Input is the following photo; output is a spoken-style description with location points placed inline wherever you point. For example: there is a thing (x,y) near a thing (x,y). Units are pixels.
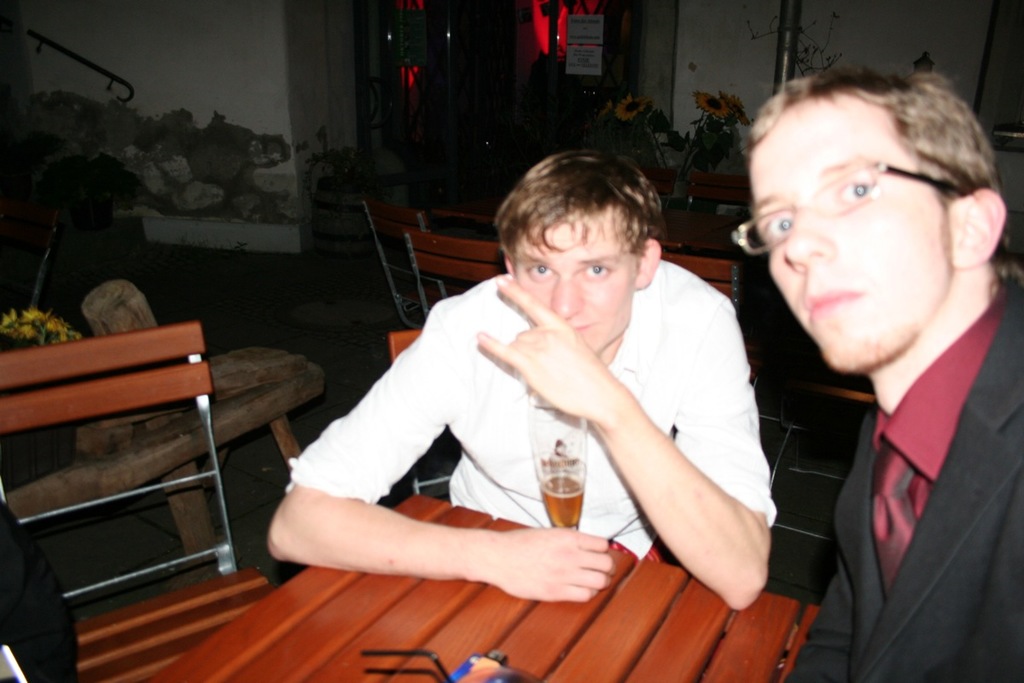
In the image we can see there are people (702,453) who are sitting on chair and on table (529,620) there is wine glass (555,503) and the table (403,587) is made up of wood (373,627) and the person (1020,635) over here is wearing suit (956,498) and spectacles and at the back (710,103) there are flowers (710,103) to the plant (679,136) and the wall (221,58) is in white colour.
